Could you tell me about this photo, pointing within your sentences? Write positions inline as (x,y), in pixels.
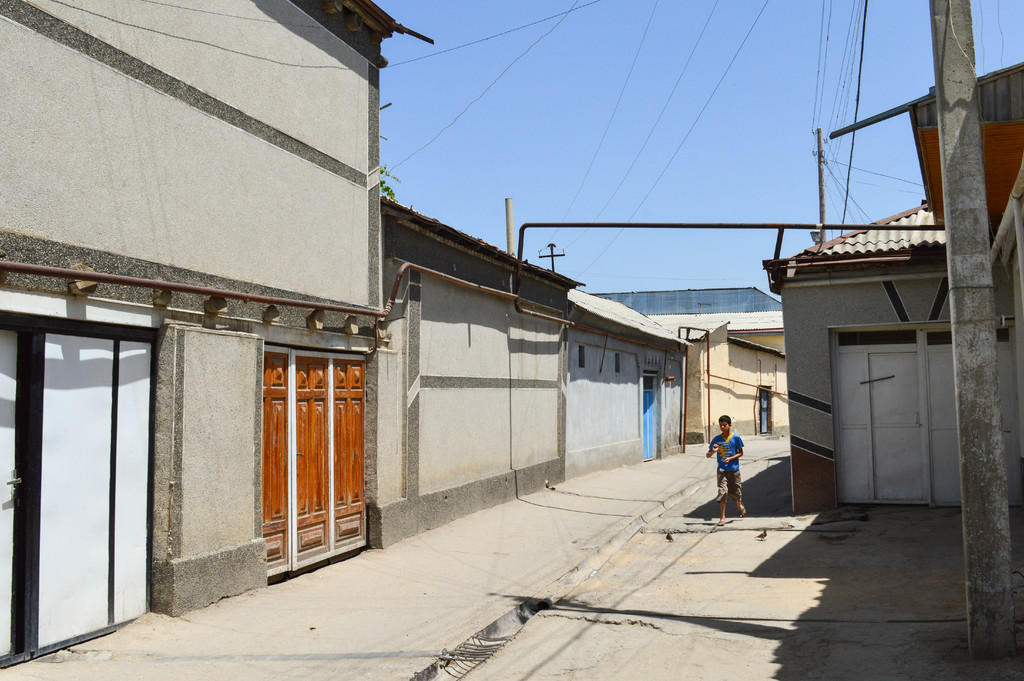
In this image there are buildings (591,419) and there are poles (954,258) and there are wires (850,161) and in the center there is a person (733,484) running.
